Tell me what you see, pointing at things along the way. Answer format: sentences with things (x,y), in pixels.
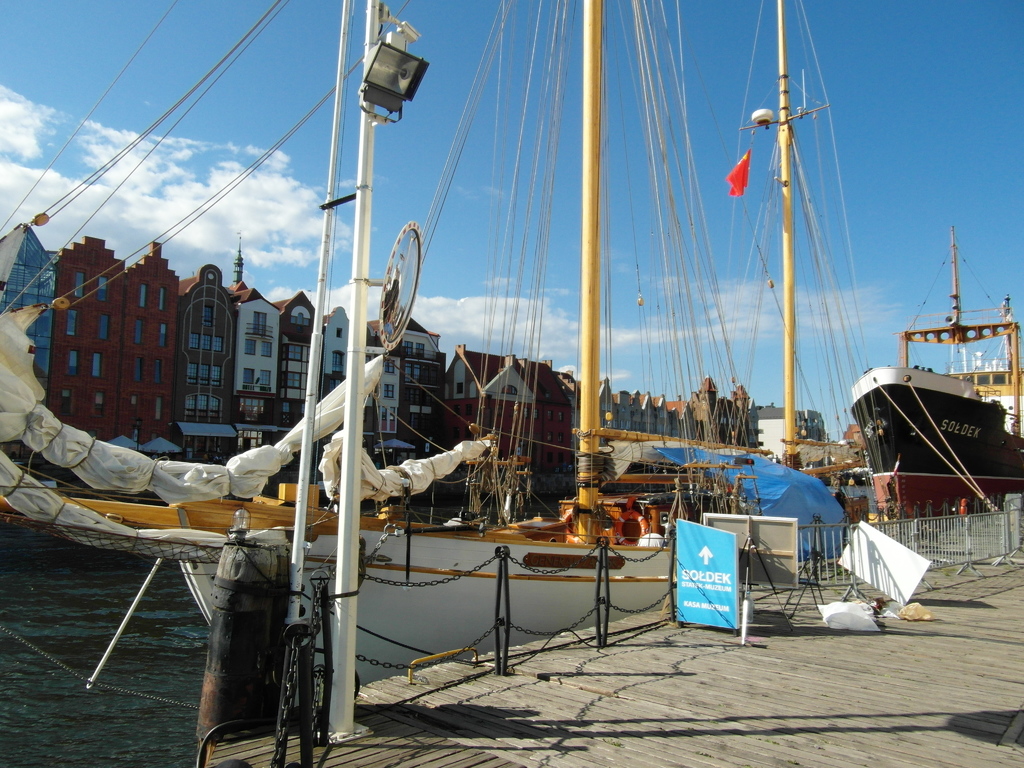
In the center of the image (635,417) there are buildings (445,358). At the bottom (35,702) there is water (49,733) and we can see ships (541,586) on the water (38,727). There are boards (774,568). In the background (680,179) there are ropes (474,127) and sky (716,140).
